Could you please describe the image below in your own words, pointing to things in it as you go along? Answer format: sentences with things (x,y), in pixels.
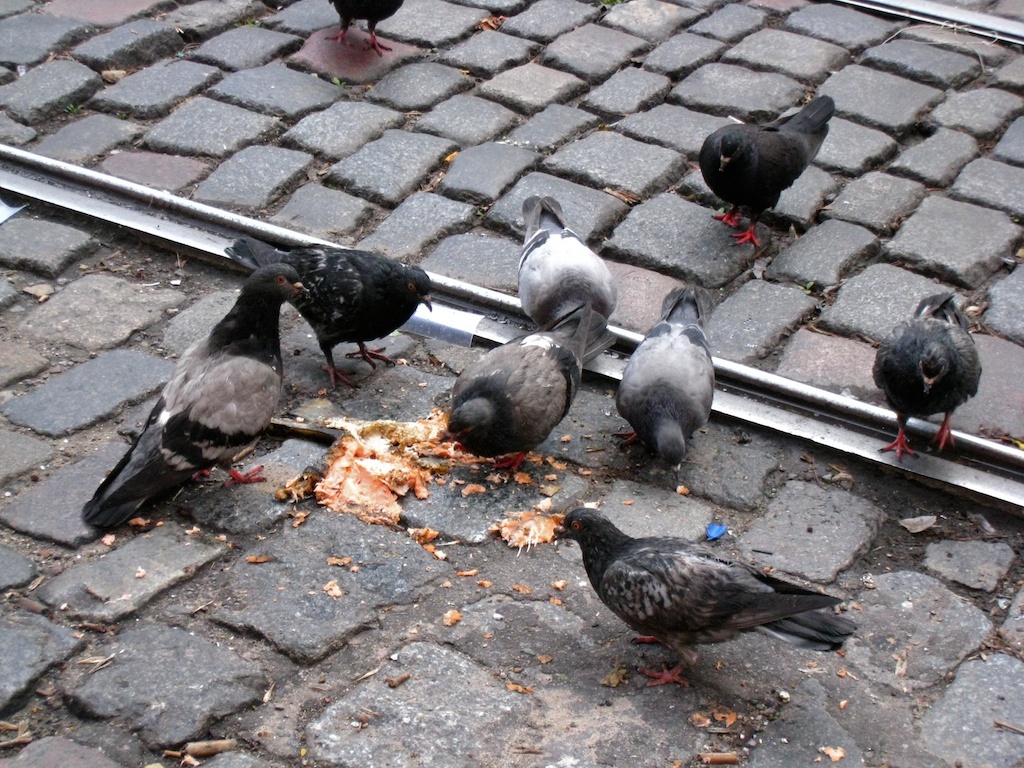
In the picture I can see pigeons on the road (306,708). Here I can see some food item (431,541) on the road (499,545) and I can see the railway track (156,217).
